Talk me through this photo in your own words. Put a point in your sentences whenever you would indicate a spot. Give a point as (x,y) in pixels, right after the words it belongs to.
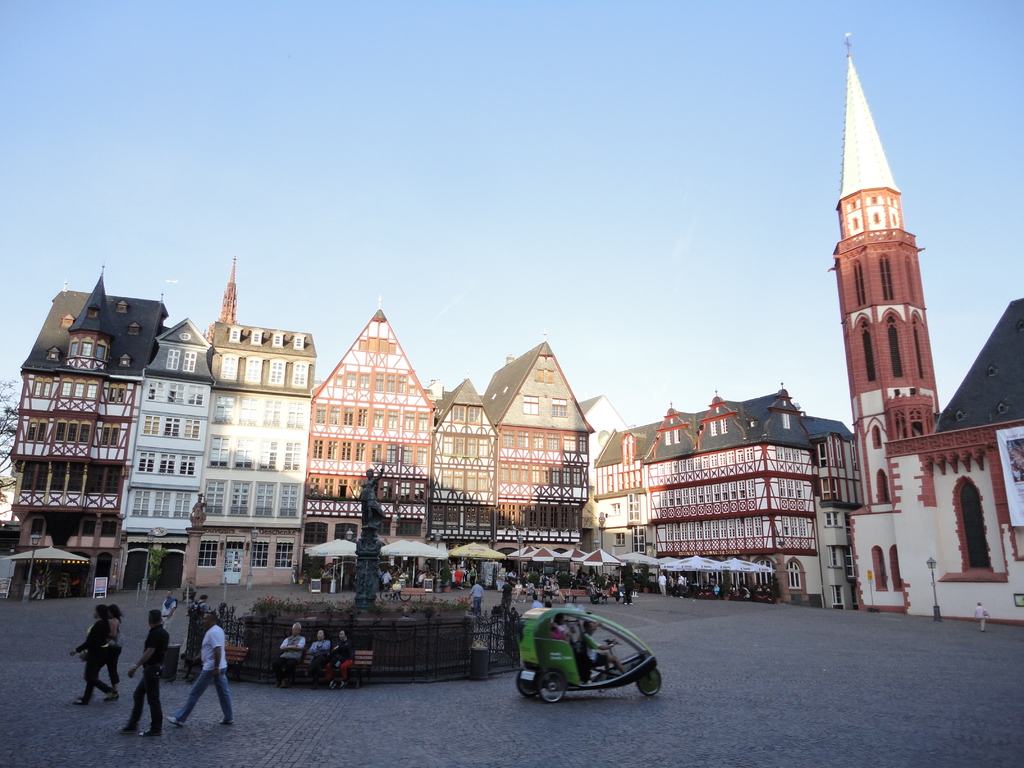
In this picture there are buildings (309,566) with roof tiles (246,348) and windows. Before them, there are umbrellas (595,555). Under it there are people (518,591). At the bottom left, there is a statue (378,573) in the center (373,489). Before the statue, there are people (338,671) sitting on the bench (361,656). Beside it there is a vehicle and a person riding it. Towards the bottom left (226,699), there are people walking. On the top (491,97), there is a sky (476,215).
